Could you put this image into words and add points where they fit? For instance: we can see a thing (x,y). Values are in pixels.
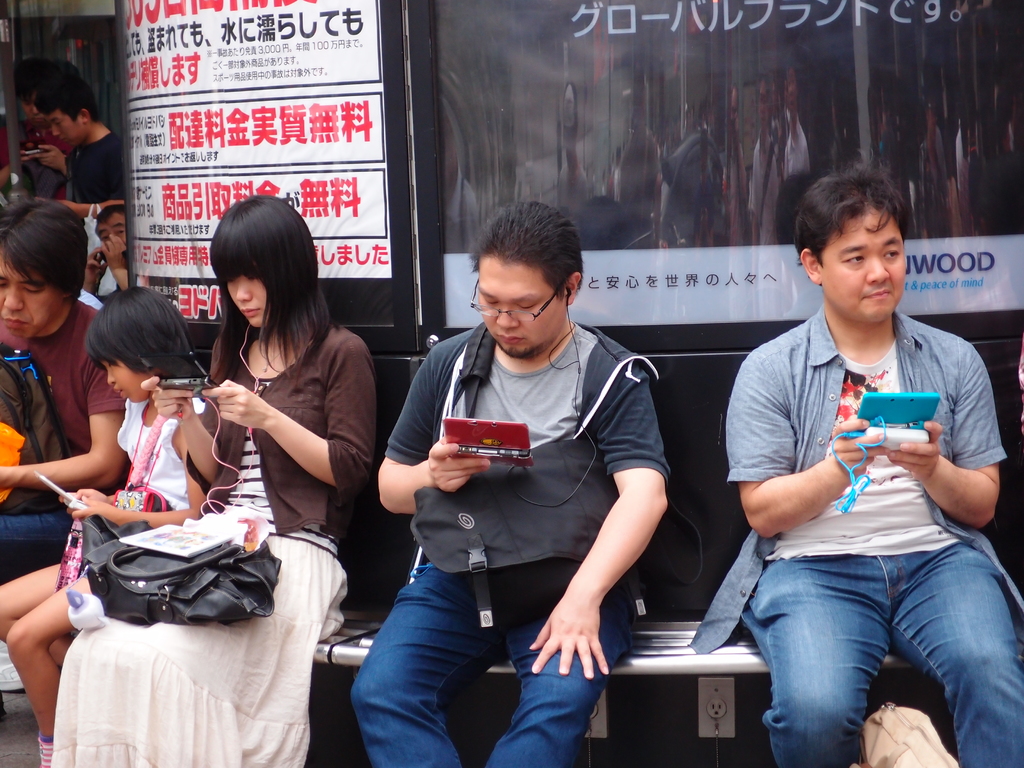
In this image there are a group of people (168,424) who are sitting and some of them are standing and they are holding game consoles (926,434), and on the background (422,85) there is a wall (436,120) and some posters (203,97) are there on the wall (189,141).
